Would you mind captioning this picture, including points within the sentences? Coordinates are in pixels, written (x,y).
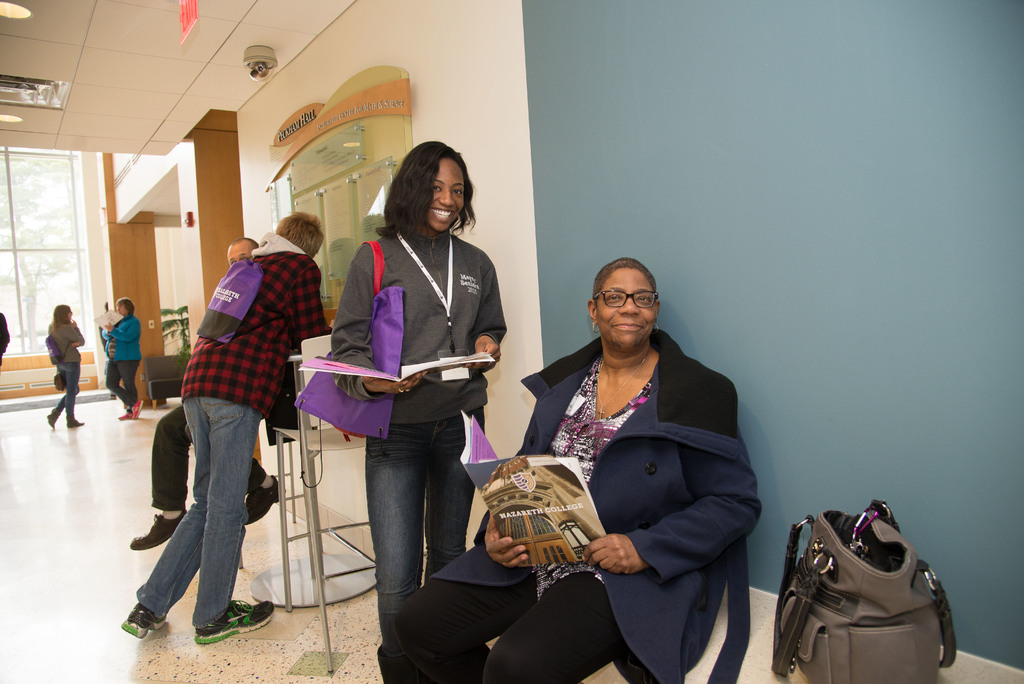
In this image I can see the floor (84,528), few persons (470,294) standing on the floor (97,528), a person (514,595) sitting, a bag (878,605) beside her and I can see few of them are holding books (539,498) in their hands (598,553). In the background (479,102) I can see the cream colored wall (475,45), the ceiling (82,24), few lights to the ceiling (97,43), the window (54,242) and through the window (37,236) I can see few trees (35,240).
